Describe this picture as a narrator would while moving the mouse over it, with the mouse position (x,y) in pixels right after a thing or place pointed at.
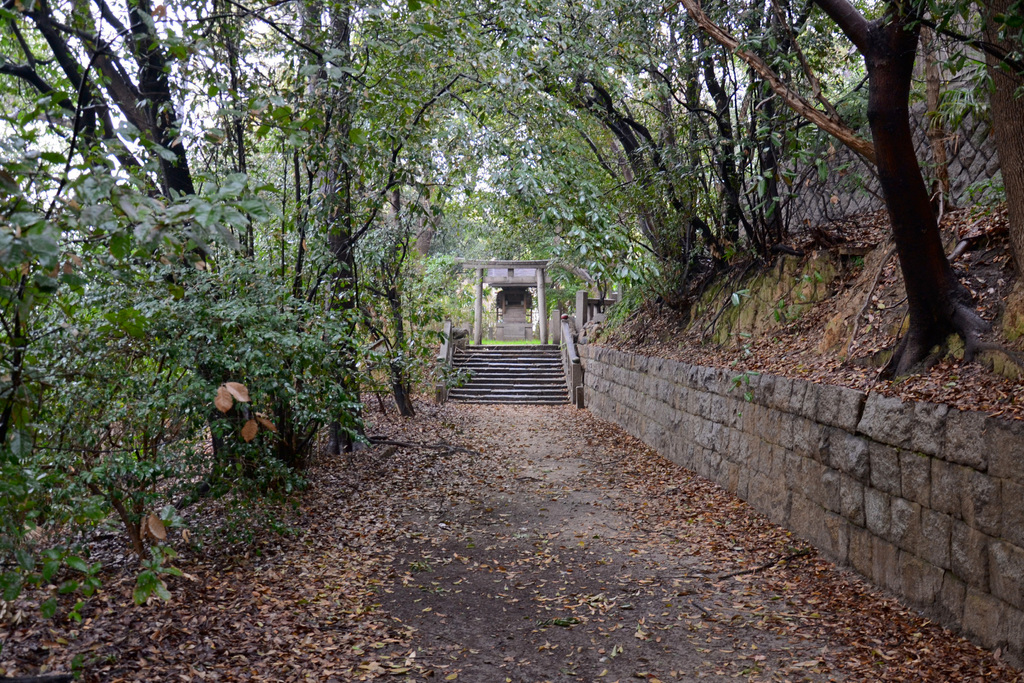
There is a road (461,544) on which, there are dry leaves (37,626) near a wall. On the right side (882,332), there are trees (982,352) on the hill (1005,275). In the background (521,393), there are steps (507,381), trees (405,226) and there is sky (494,21).
